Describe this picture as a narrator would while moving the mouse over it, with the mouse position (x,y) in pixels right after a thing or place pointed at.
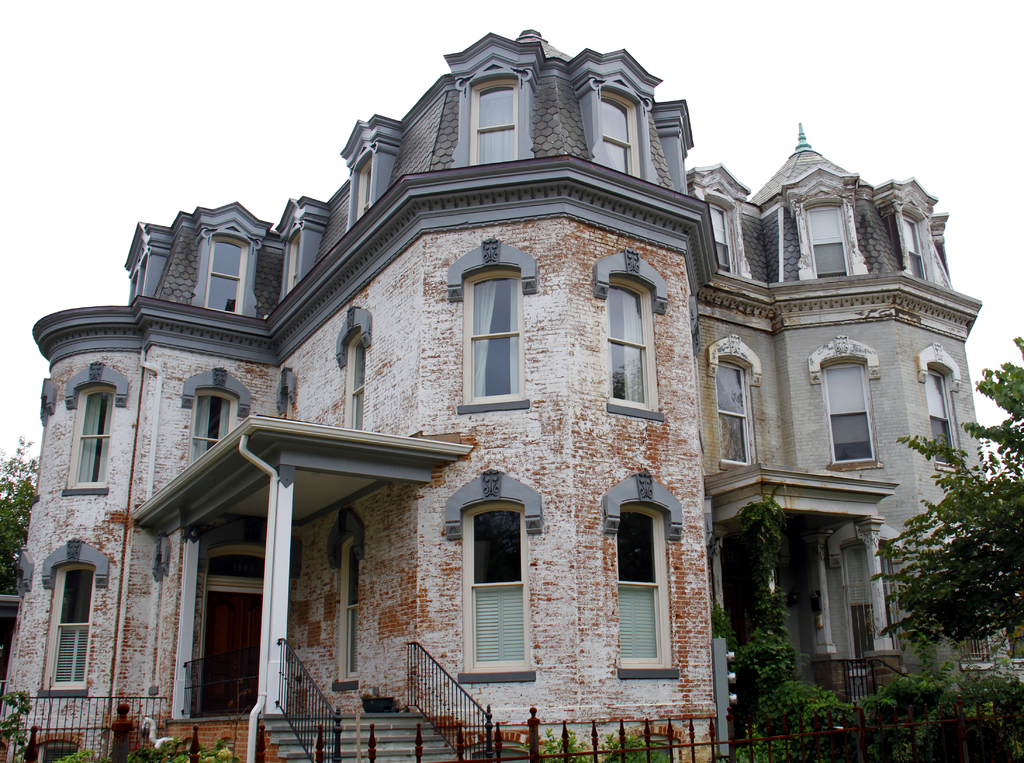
In this picture we can see a building (207,716) with windows (469,296), pillars (888,596), steps (405,721), fence (197,728), trees (23,481) and in the background (77,197) we can see the sky (830,116).
